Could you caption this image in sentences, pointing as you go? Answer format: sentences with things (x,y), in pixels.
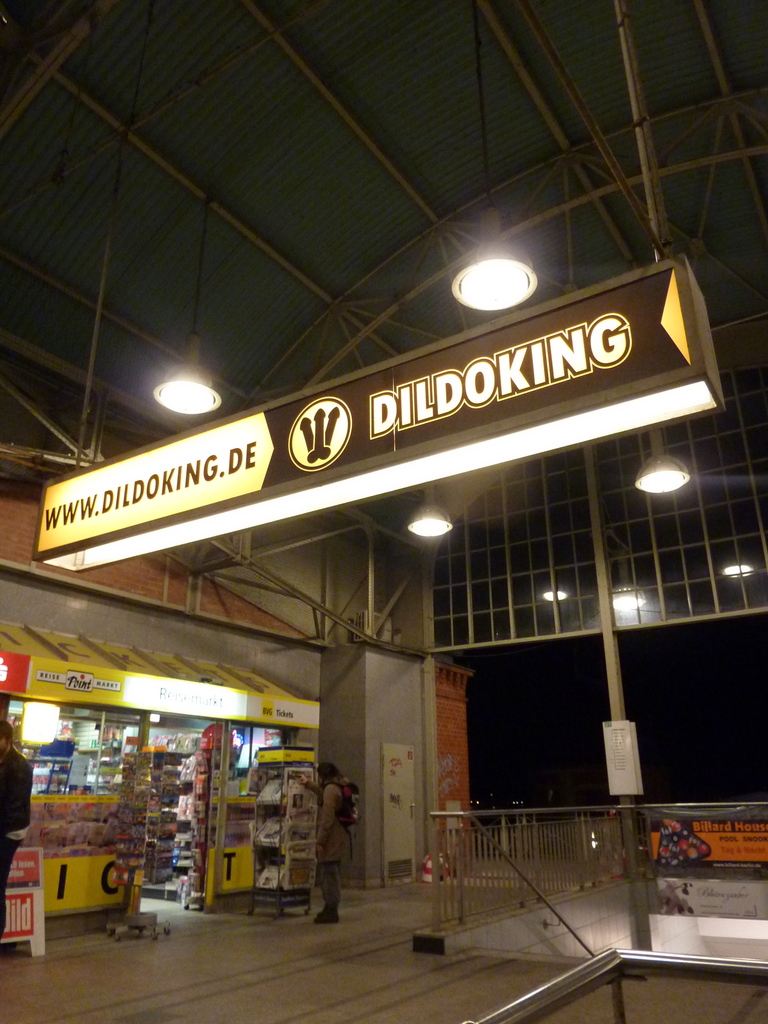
On the left side (206,687) there is a stall (147,781). There are many items (138,794) in the stall (124,685). Something is written on the stall (54,778). Also there is a poster (23,892) in front of that. A person (329,810) wearing cap (331,767) and bag (343,799) is standing in front of that. On the right side (624,851) there is a railing (588,864) and pillar (624,857). On the ceiling (346,239) there are lights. And a name board (249,454) with light (231,518) is hanged from the ceiling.
